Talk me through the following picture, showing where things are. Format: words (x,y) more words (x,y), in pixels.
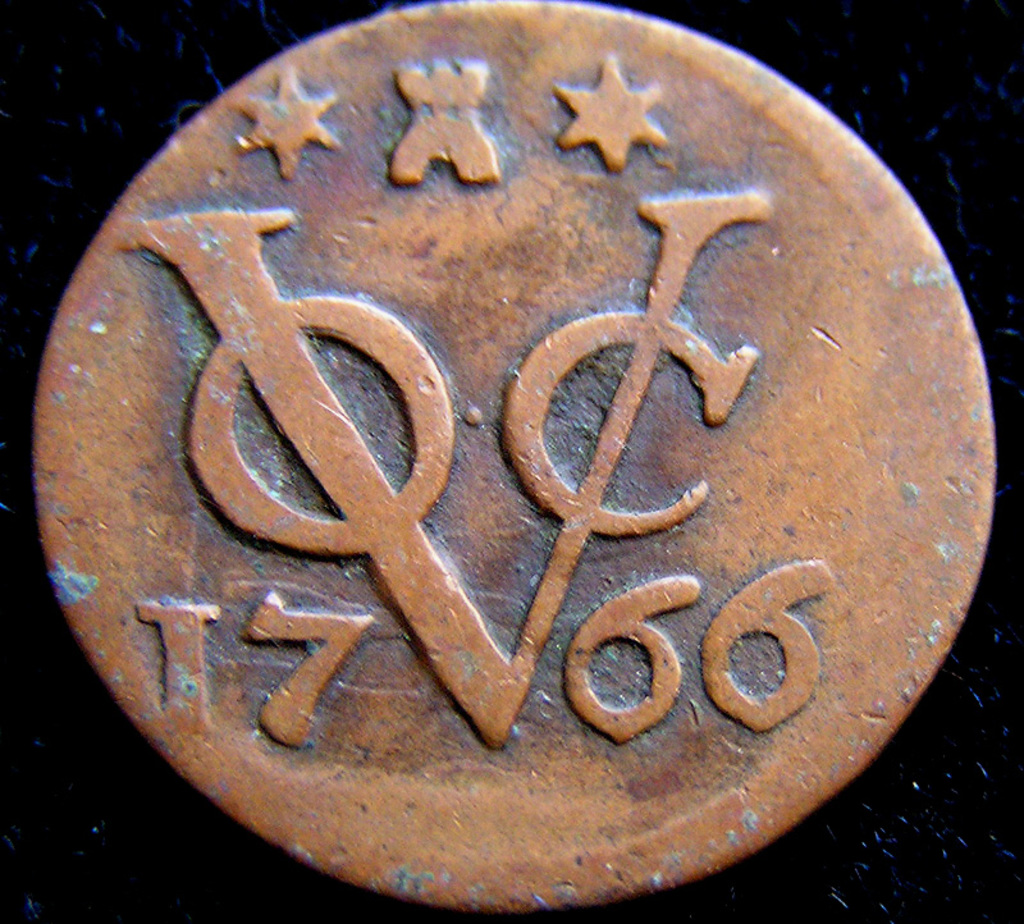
In this image can see a coin (638,456) and some carvings (602,461) on it.
